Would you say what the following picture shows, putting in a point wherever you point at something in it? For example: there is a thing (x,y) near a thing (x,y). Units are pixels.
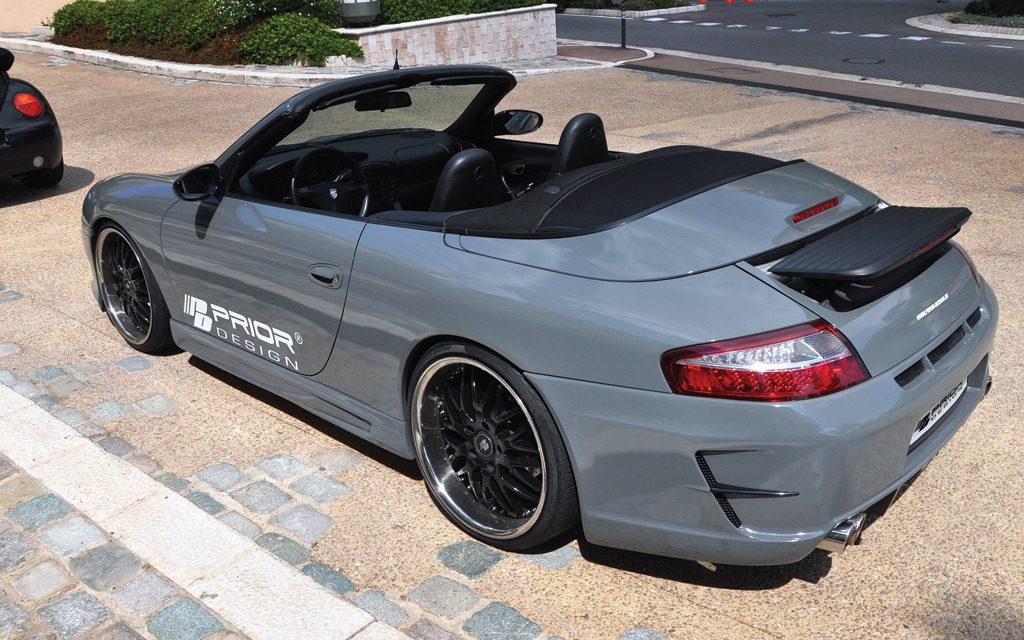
In the picture we can see a car (681,321) which is grey in color, and which is placed on the path (81,81), in the background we can see plants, road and another car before this car (684,268), on the car (684,270) we can see the name prior design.
